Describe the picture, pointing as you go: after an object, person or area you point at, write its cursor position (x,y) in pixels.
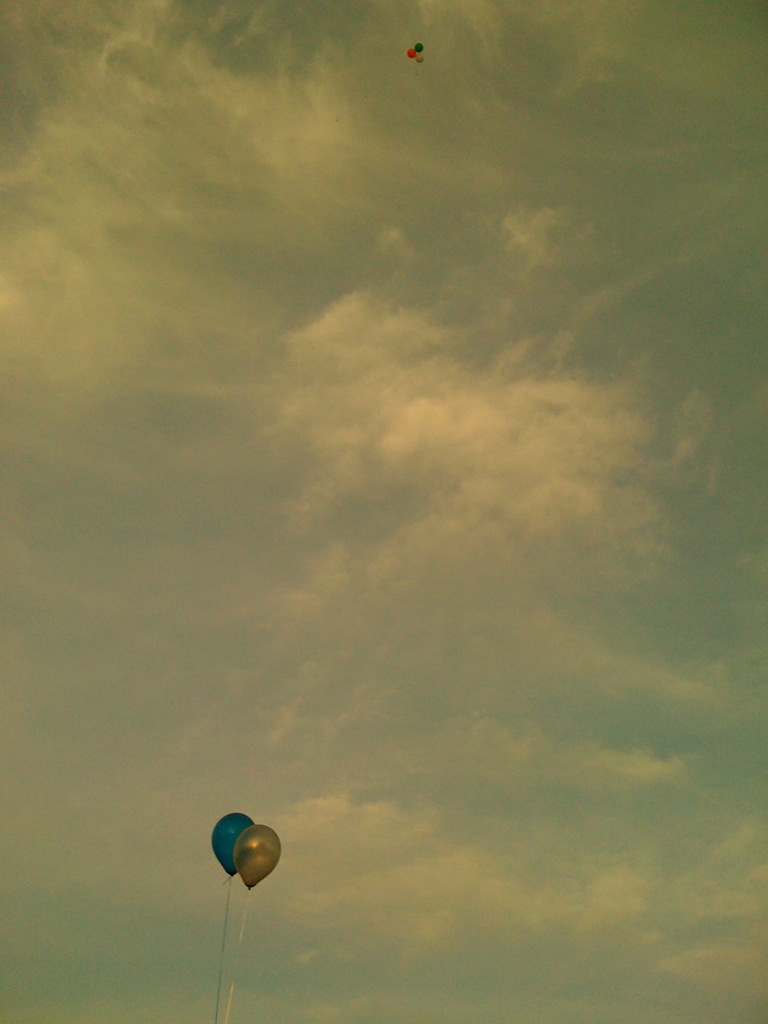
In this image we can see the balloons (254,829). In the background (435,139), we can see the sky (413,533) with clouds (440,462).
